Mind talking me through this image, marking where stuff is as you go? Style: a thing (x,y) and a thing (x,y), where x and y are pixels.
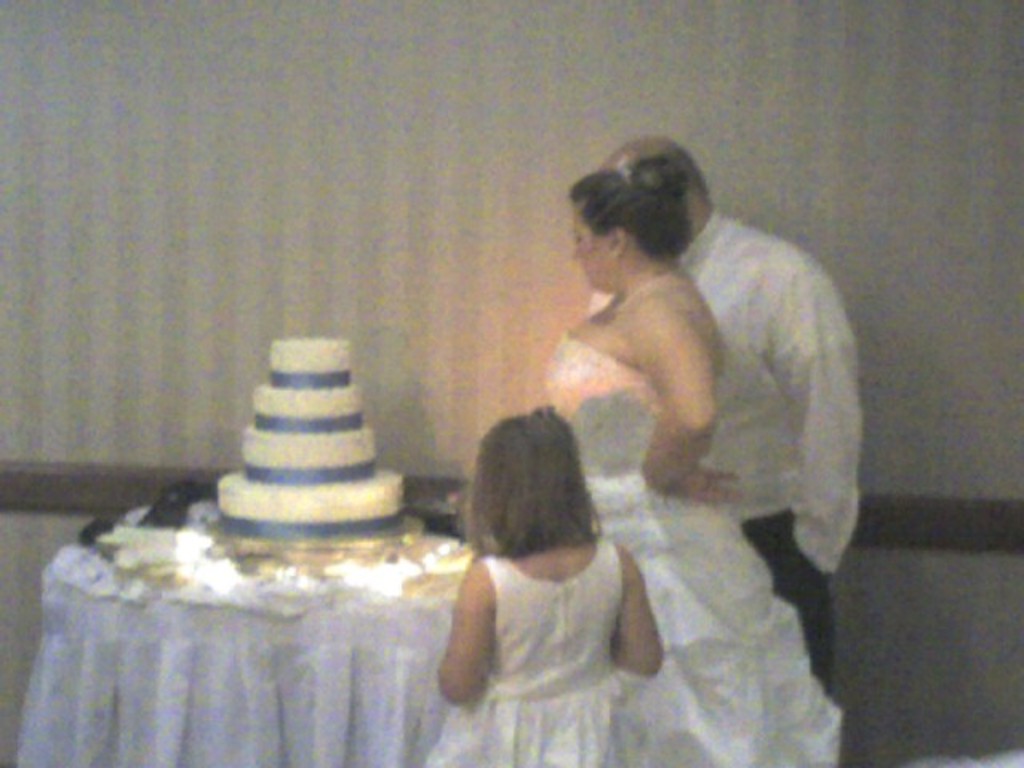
In this image I can see three people (686,279) standing and wearing white and black color dresses (723,521). I can see a cake (333,502) and few objects (365,581) on table (358,607). I can see a white wall (230,284).
